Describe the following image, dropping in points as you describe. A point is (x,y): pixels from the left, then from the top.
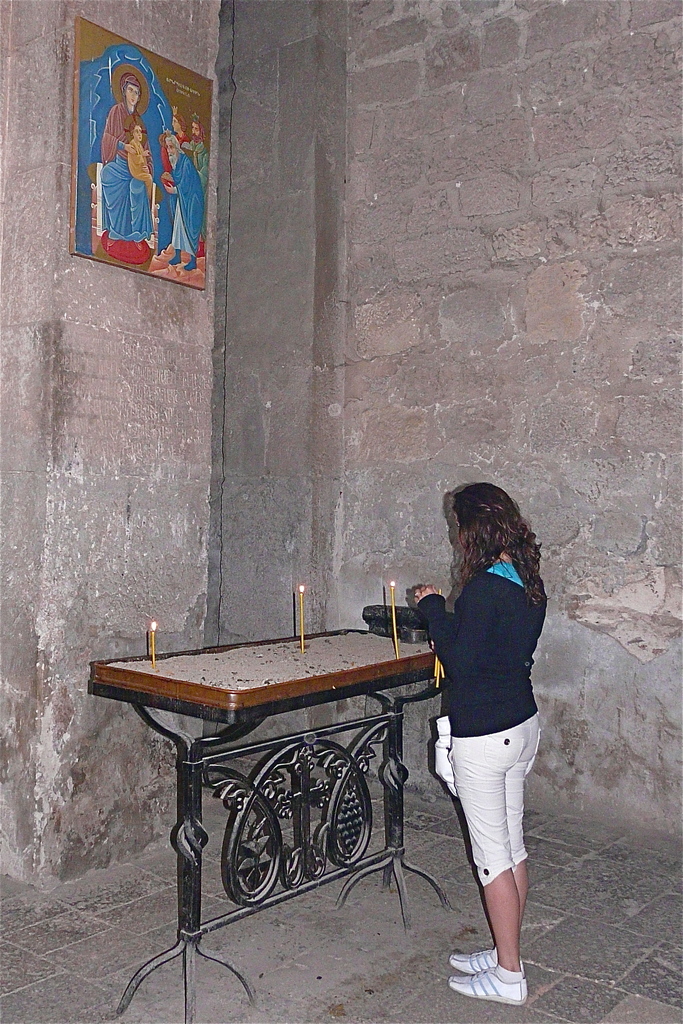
In this image, In the middle (340,677) there is a table (265,793) which is in black and brown color and there some candles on the table (444,901) and in the right side (469,604) there is a girl (481,745) standing, In the background (544,335) there is a wall (278,307) and there is a picture (174,88) in yellow and blue color.
